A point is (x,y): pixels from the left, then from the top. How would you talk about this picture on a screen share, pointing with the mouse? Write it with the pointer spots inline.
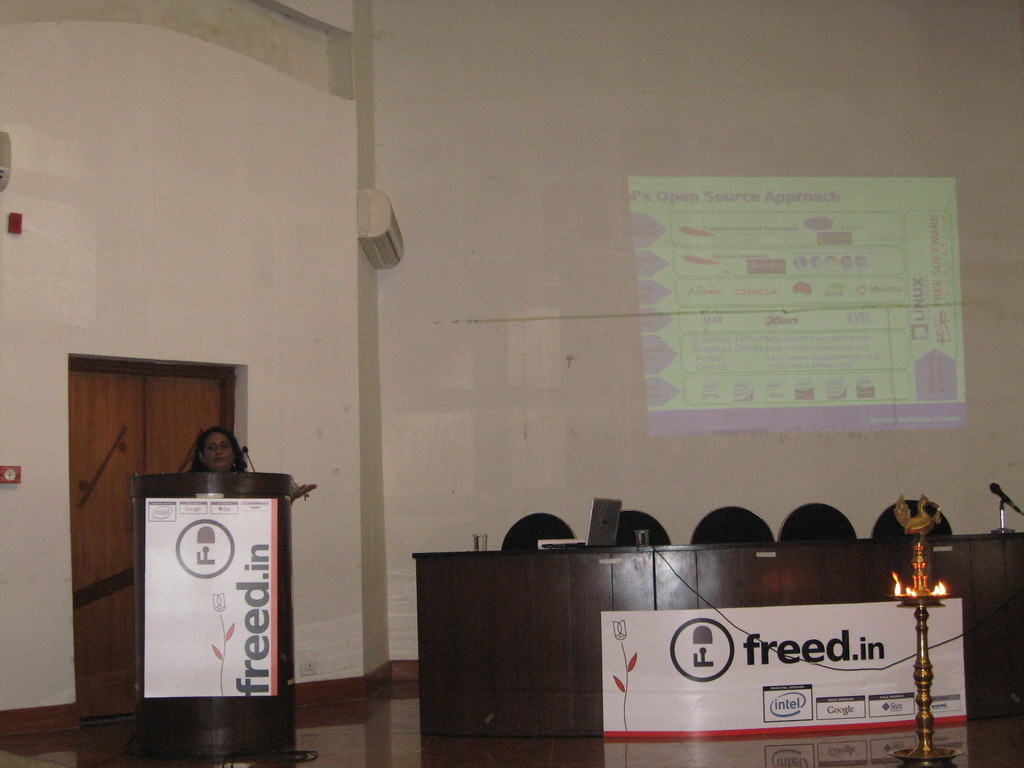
There is a person (229,446) standing and there is a wooden stand (230,490) in front of her and there is a wooden table (817,564) beside her which has a laptop (605,542) and some other objects (643,530) on it and there is a projected image (805,286) in the right corner (782,272).
